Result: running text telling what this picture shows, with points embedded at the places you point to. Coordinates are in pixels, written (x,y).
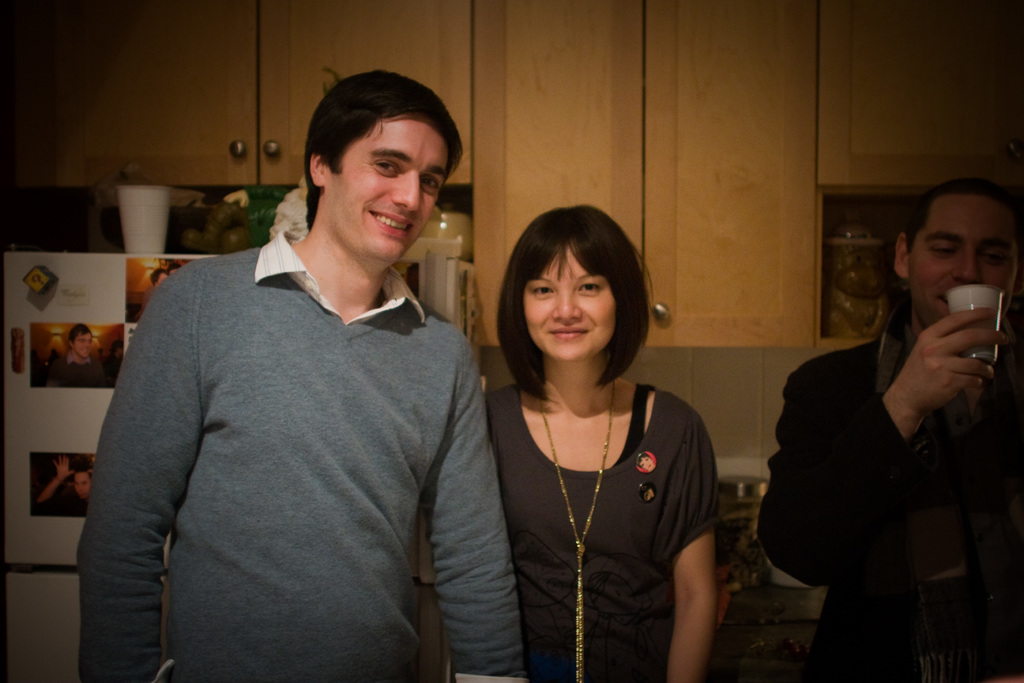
In the picture I can see two men (376,354) and a woman (658,520) are standing among them the man (1004,524) on the right side (961,294) is holding a white color glass (961,294) in the hand (964,387). In the background (592,179) I can see wooden cupboards (510,169), a refrigerator (40,429) which has some objects (157,249) on it and some other objects (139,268).
